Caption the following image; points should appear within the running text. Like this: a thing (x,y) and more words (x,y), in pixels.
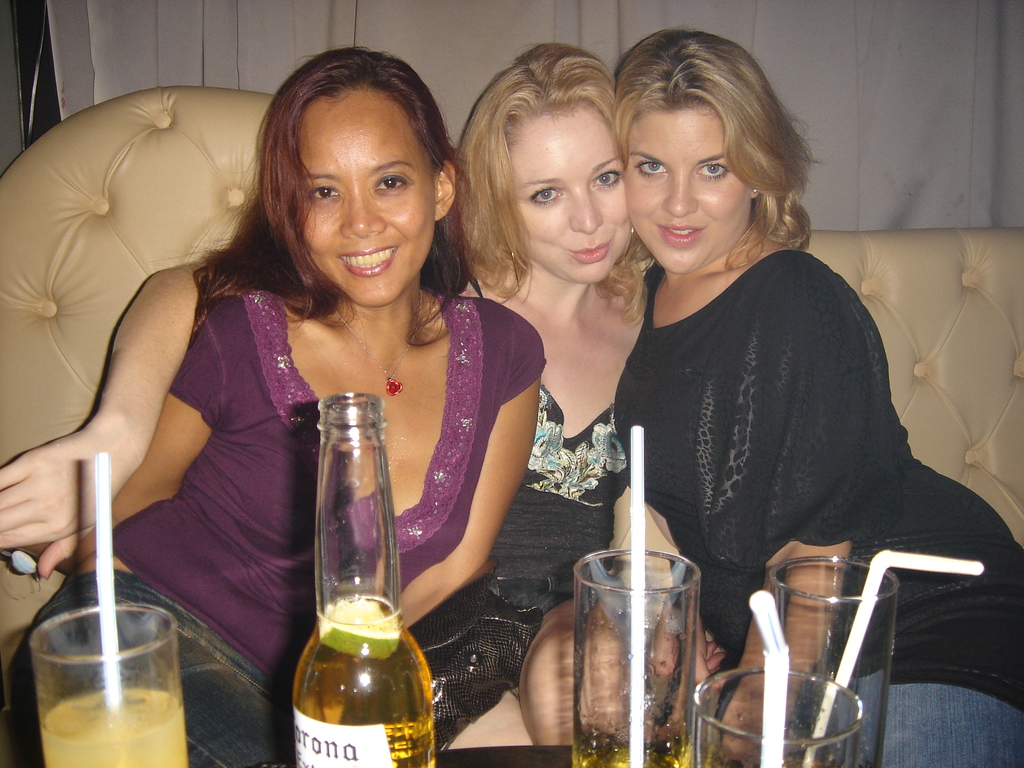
In the image we can see there are women (398,481) who are sitting on sofa (1014,463) and in front (359,722) there is a beer bottle (353,608) and glasses (53,729) and in it there is a straw (114,646) and the women (607,234) are smiling and the sofa (144,198) is in cream colour.
